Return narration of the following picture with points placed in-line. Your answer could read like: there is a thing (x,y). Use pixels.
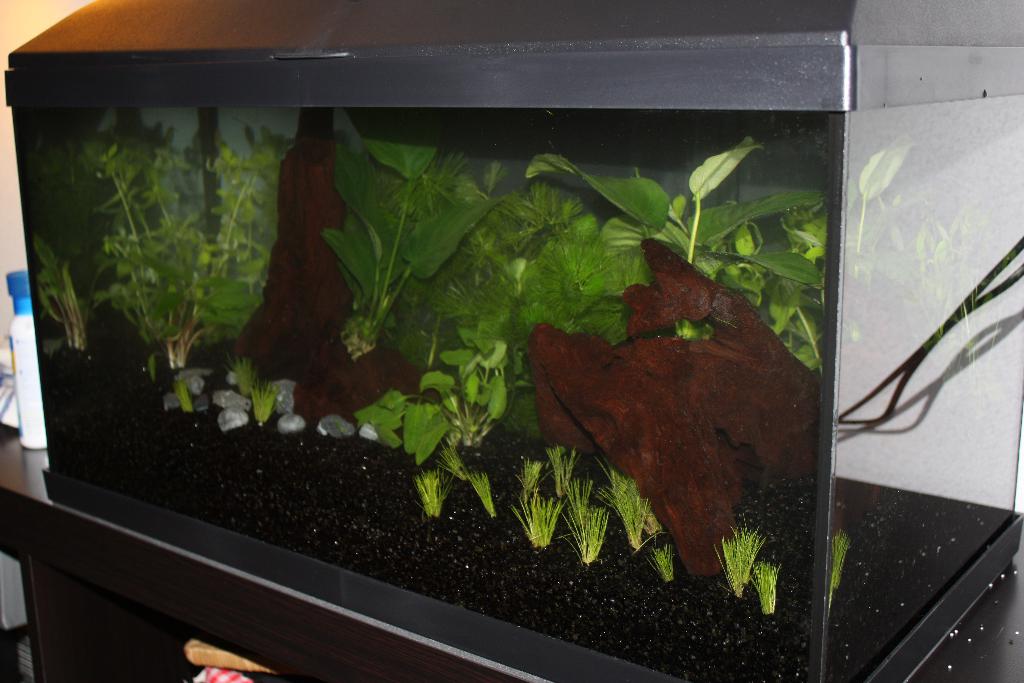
In this image I can see a aquarium (610,352). I can see plants (627,198), grass (590,546), stones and black sand (472,535). It is on the table (158,562).
